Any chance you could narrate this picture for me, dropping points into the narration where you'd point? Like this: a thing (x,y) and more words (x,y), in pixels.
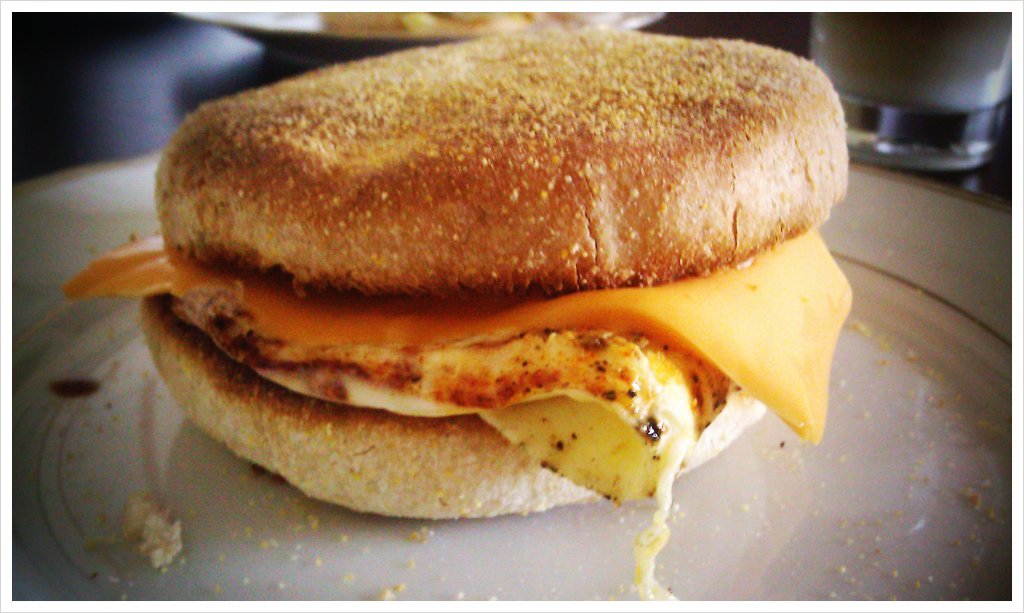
In this image I can see a white colored plate (144,489) on the table (101,68) and in the plate (307,562) I can see a burger (564,321) which is brown, yellow and cream in color. I can see another plate (359,40) and a glass (830,53) on the table (123,62).
